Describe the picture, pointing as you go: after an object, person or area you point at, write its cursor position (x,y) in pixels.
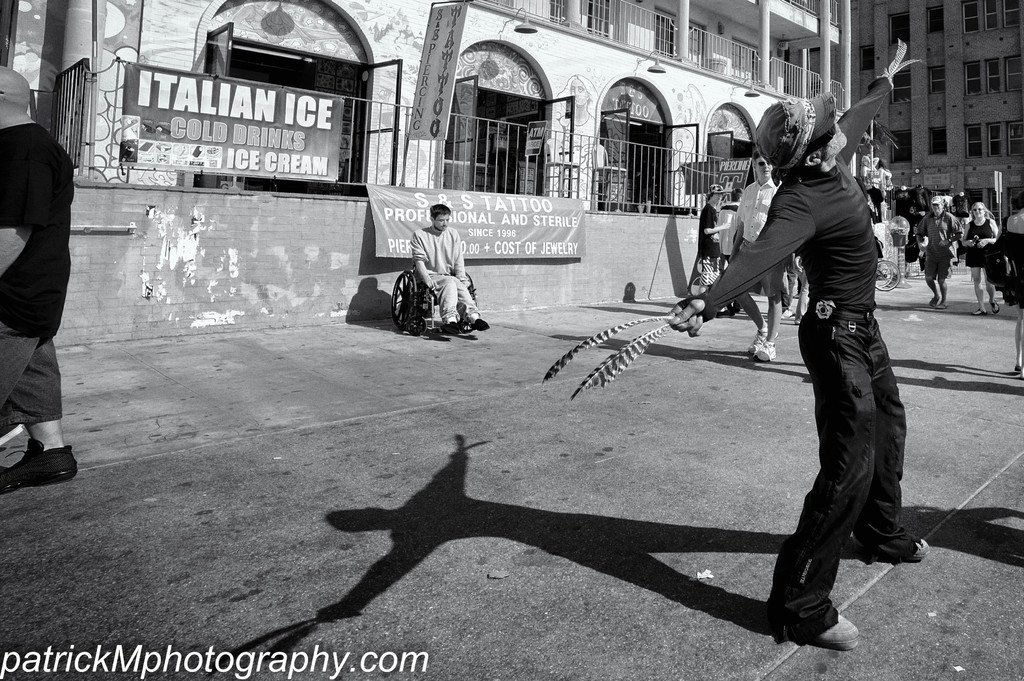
Black and white picture. These are buildings (1002,70). In-front of these buildings (590,32) there are hoardings (276,123). To these buildings (926,1) there are windows (656,36). Here we can see people (742,222). This person (439,254) is sitting on a wheelchair (408,282). Backside of this person (448,244) there is a banner (448,204). Bottom of the image (380,656) there is a watermark (269,653). This person (808,118) is holding an object (620,325) and looking upwards.
